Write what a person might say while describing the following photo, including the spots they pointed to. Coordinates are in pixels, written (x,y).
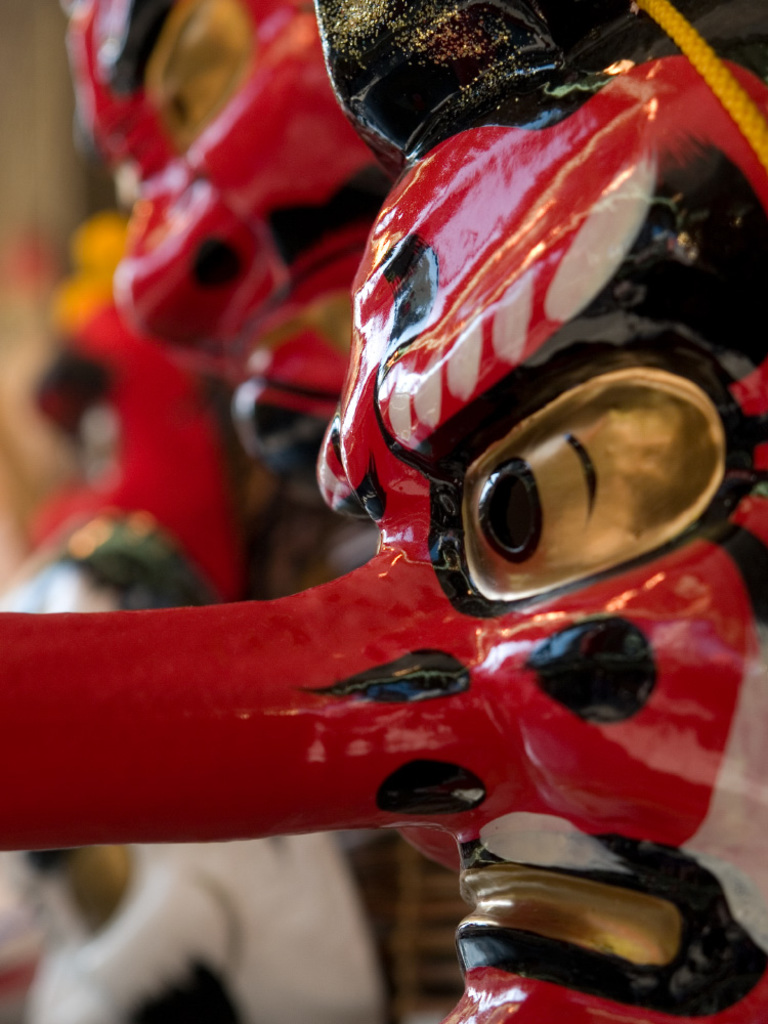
There is a zoom in picture of a face mask (524,593) as we can see on the right side of this image (544,528), and there are some other masks (201,428) in the background (165,475).
